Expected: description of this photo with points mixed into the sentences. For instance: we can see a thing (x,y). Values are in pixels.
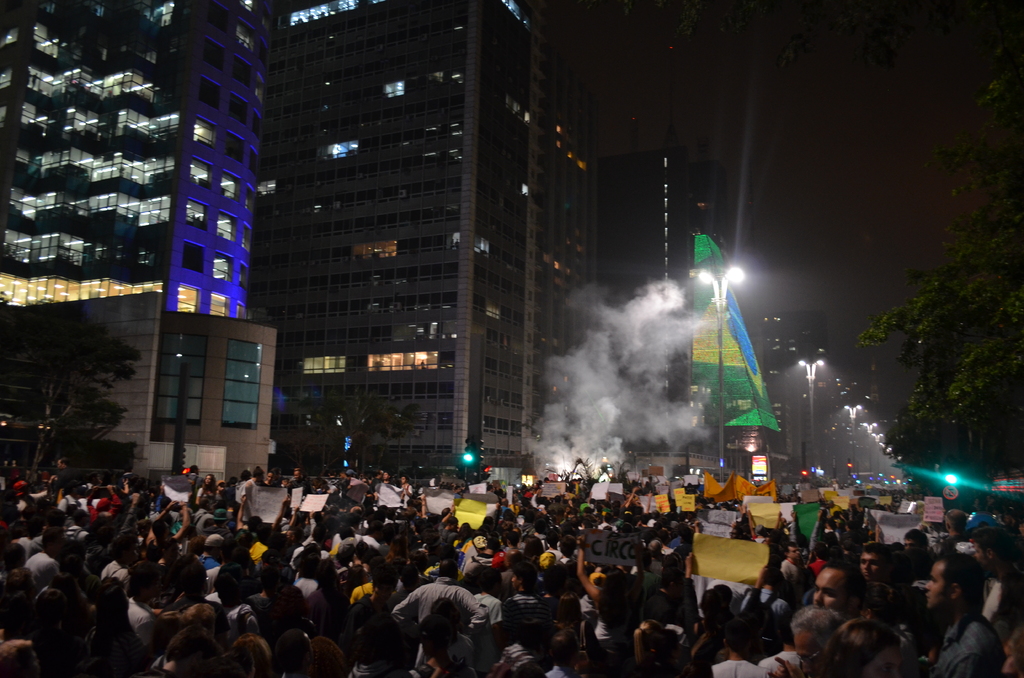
These are the buildings (440,216) with glass doors (523,278) and lights (220,233). I can see groups of people (399,547) standing. Among them few people (755,598) are holding papers (385,493) and standing. These are the street lights (724,297). I can see the trees (88,390).
